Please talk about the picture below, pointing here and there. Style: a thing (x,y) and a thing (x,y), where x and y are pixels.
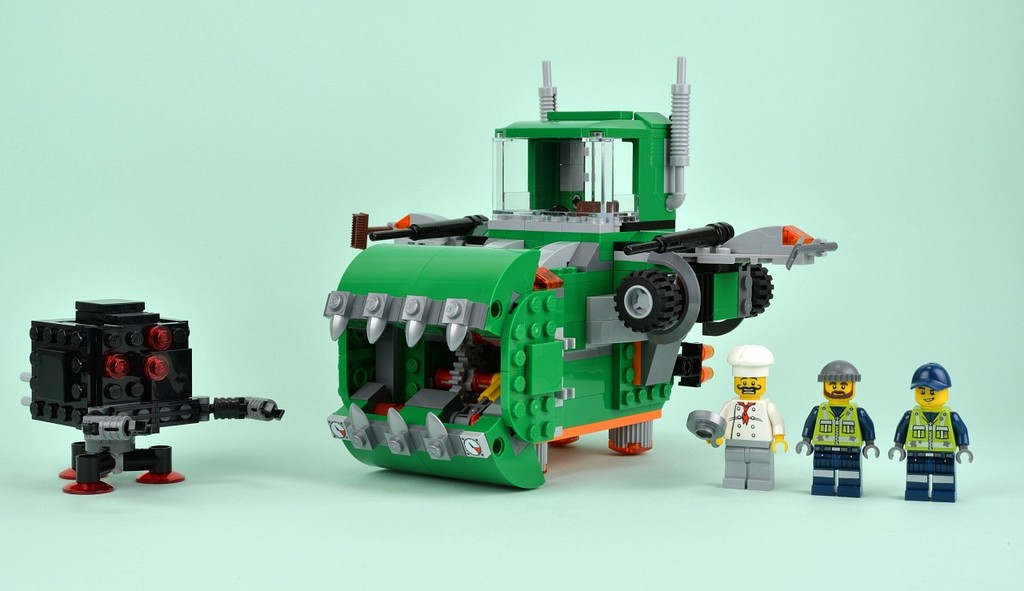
In this image we can see few Lego toys (662,394) of people (901,435) and machines (480,327).
